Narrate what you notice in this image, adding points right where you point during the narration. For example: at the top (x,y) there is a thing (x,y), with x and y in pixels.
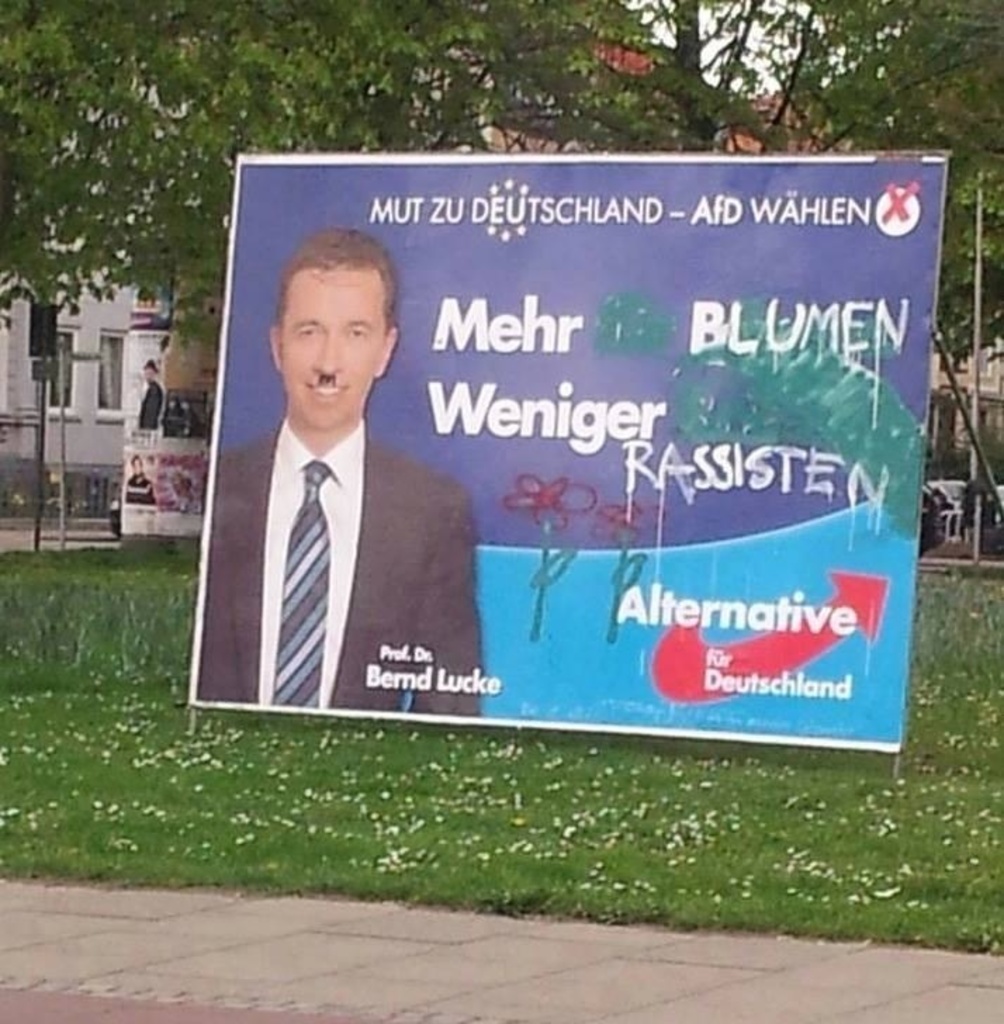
In this image I can see the banner (374,358) in which I can see the person (412,535) and something is written on it. In the background (576,142) I can see the building (121,322), trees (103,210), poles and few objects (149,528).
